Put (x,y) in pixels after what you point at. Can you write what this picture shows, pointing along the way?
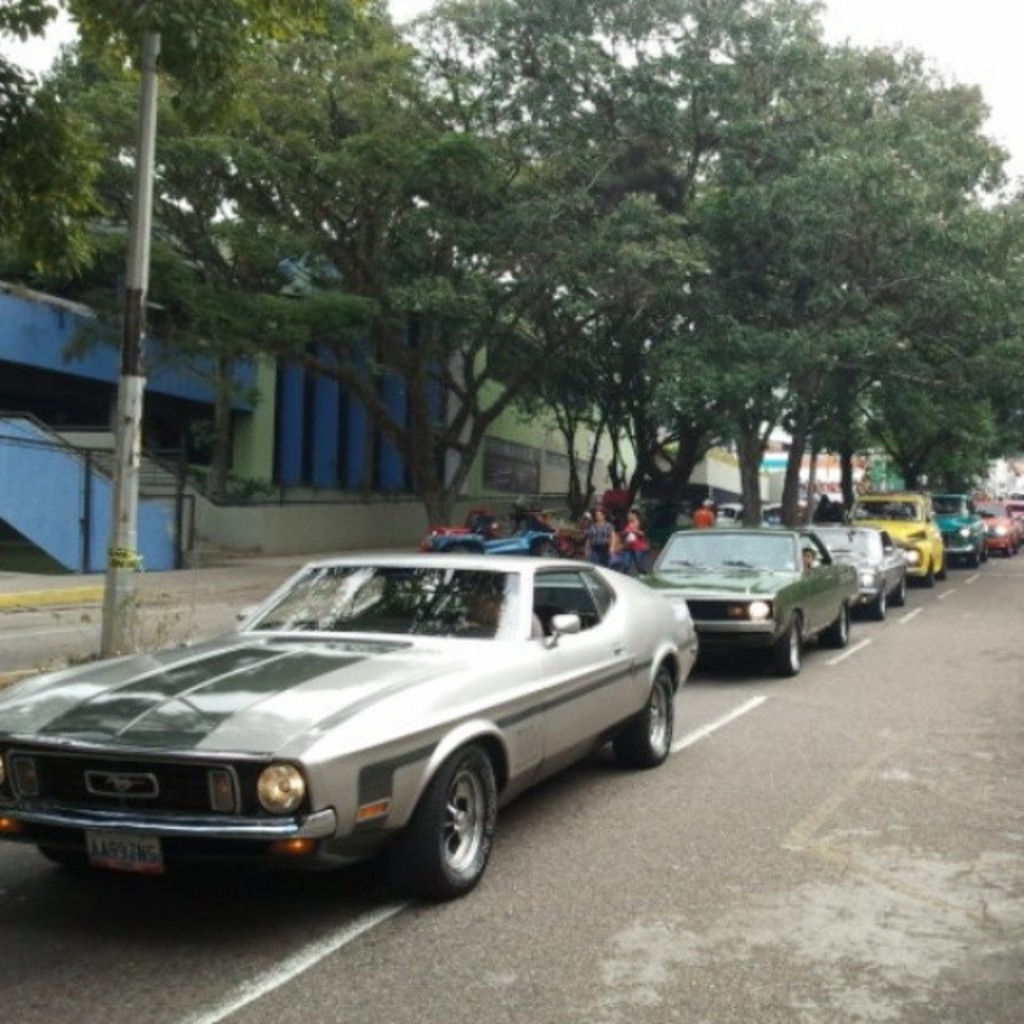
Here, we can see some cars (261,845) and there are some green trees (687,228).
